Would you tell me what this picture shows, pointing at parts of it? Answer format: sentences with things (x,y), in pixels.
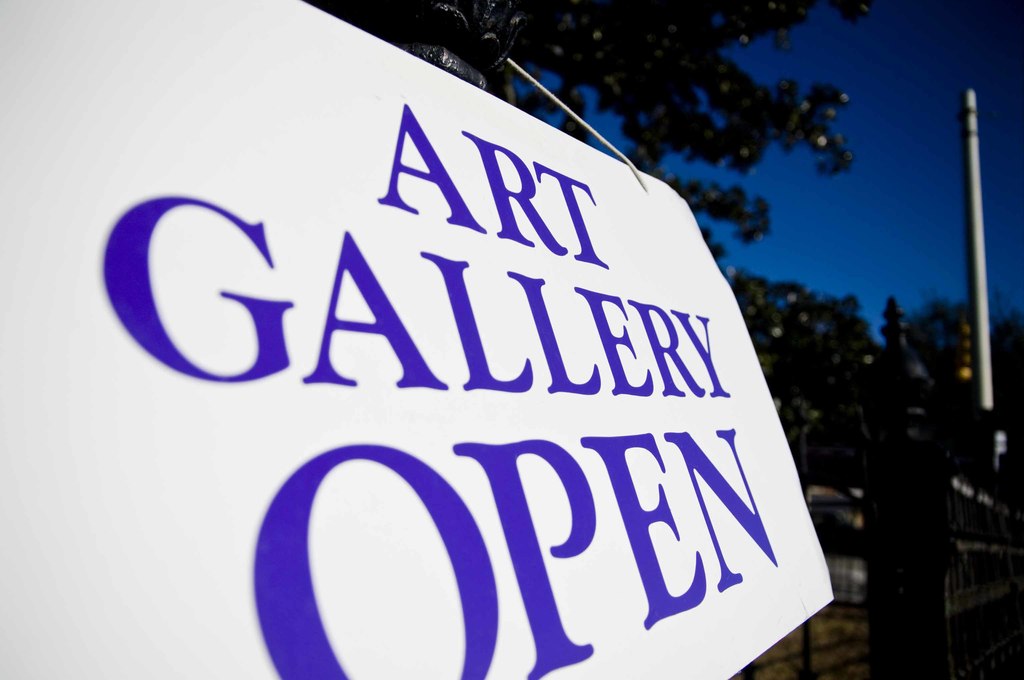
It's a white color board (314,394), there is a text (462,335) on it and these are the trees (808,294).
